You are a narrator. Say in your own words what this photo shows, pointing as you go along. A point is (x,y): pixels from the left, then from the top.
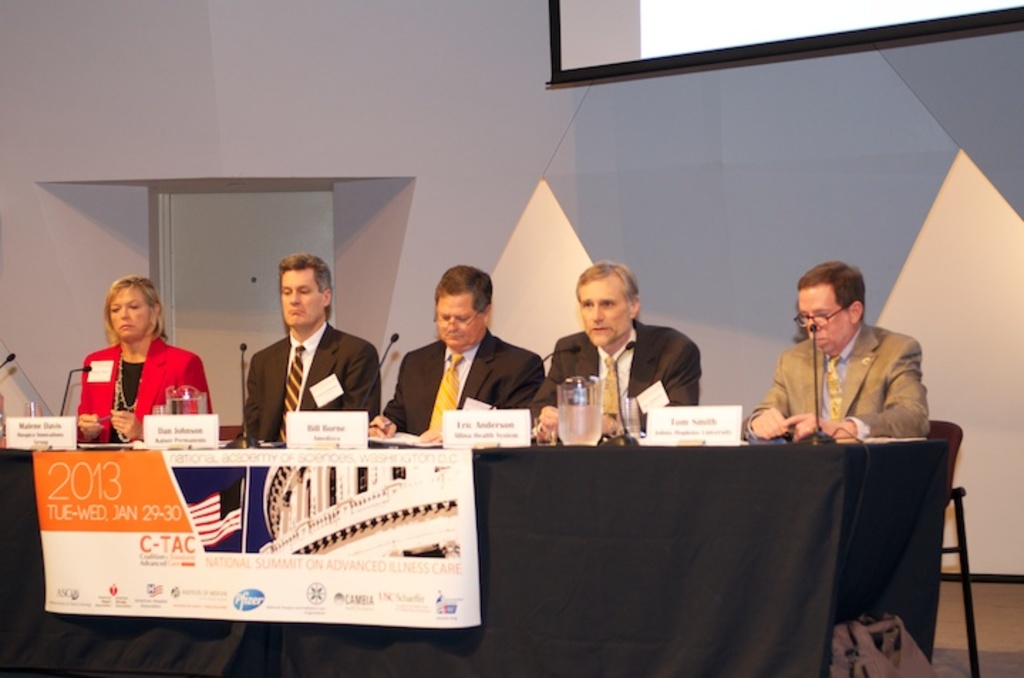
This image consists of a table (530,466) in the middle (558,445). On that there are mike's (247,431), glasses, name boards (207,418). There are 5 persons (774,398) sitting near the table (8,470).
